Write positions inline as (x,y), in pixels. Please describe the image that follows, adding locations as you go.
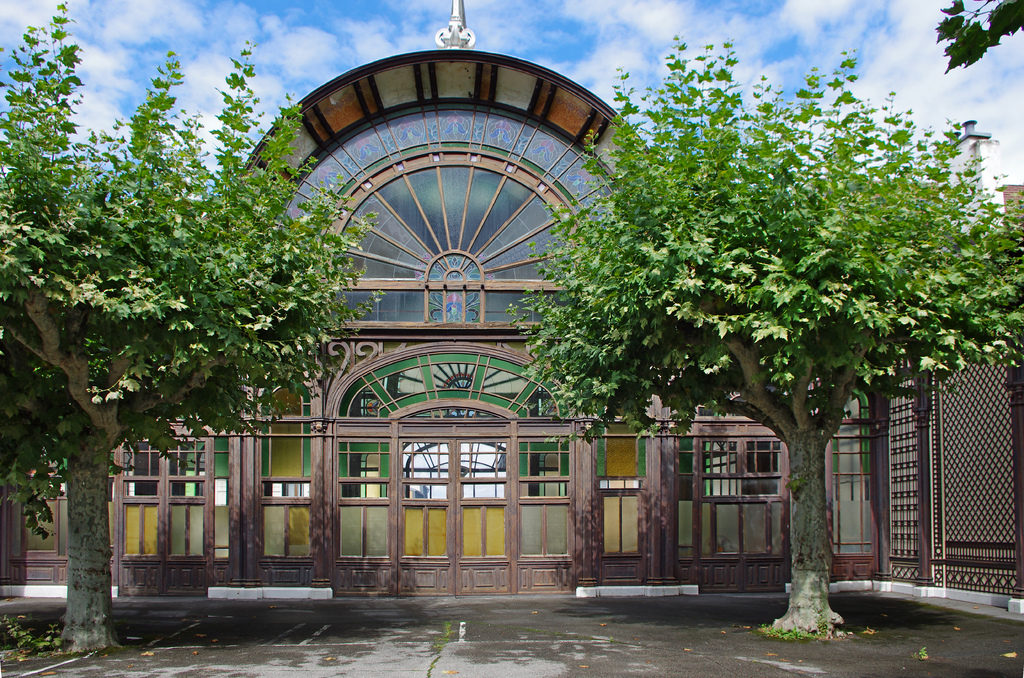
In this picture we can see a building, trees (184,281) and we can see sky (750,90) in the background (571,57).
